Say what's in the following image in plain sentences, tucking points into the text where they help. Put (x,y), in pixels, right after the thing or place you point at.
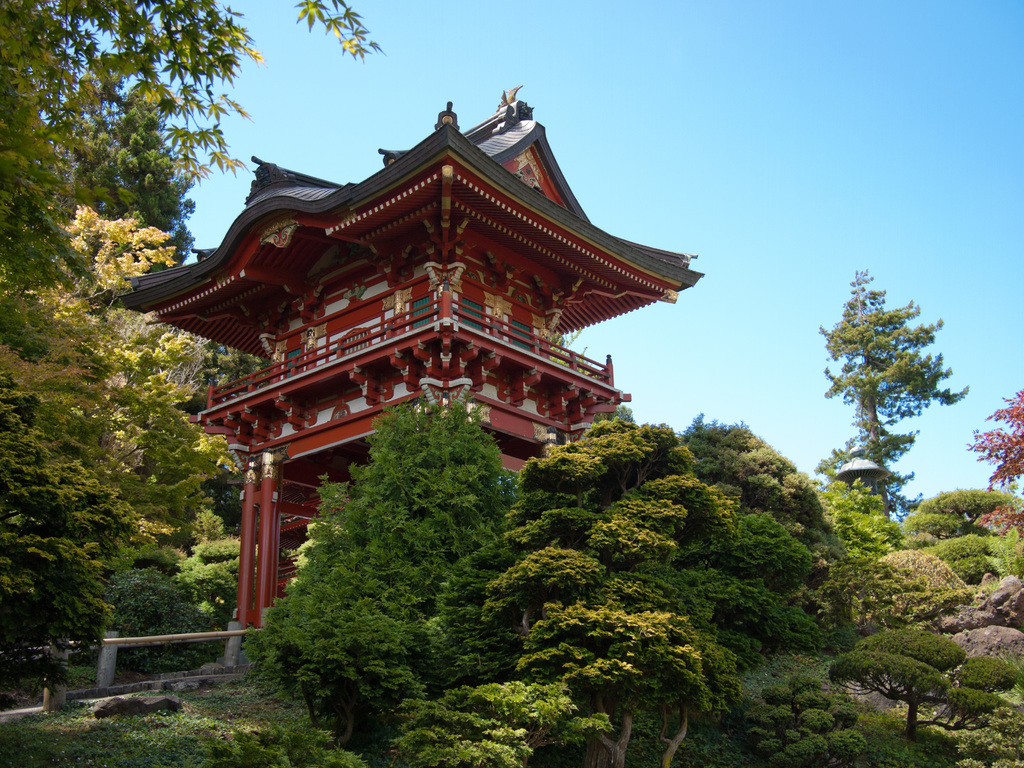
In this image there is a building (456,348) surrounded by trees (886,584) which are on the land (152,753) having few rocks (977,620). Top of image (770,194) there is sky (818,166). Left bottom there is fence (230,657).
